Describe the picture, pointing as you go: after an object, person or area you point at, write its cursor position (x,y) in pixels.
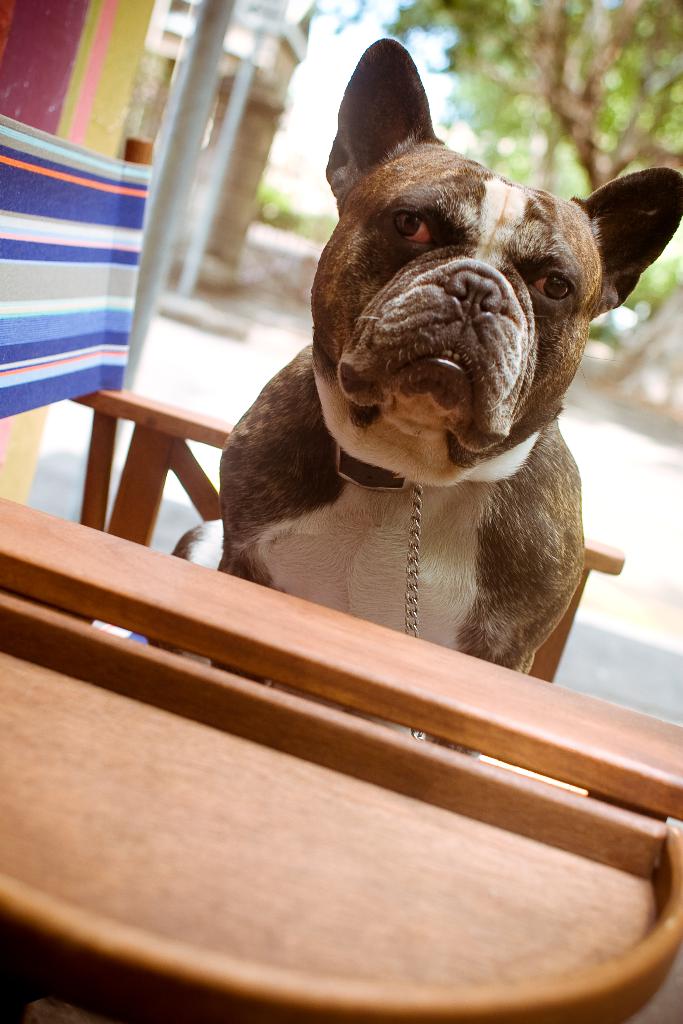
The dog (392,281) sitting on a chair (184,472). There is a table (250,699). We can see in the background (675,105) there is a trees (675,105) and sky (423,74).
